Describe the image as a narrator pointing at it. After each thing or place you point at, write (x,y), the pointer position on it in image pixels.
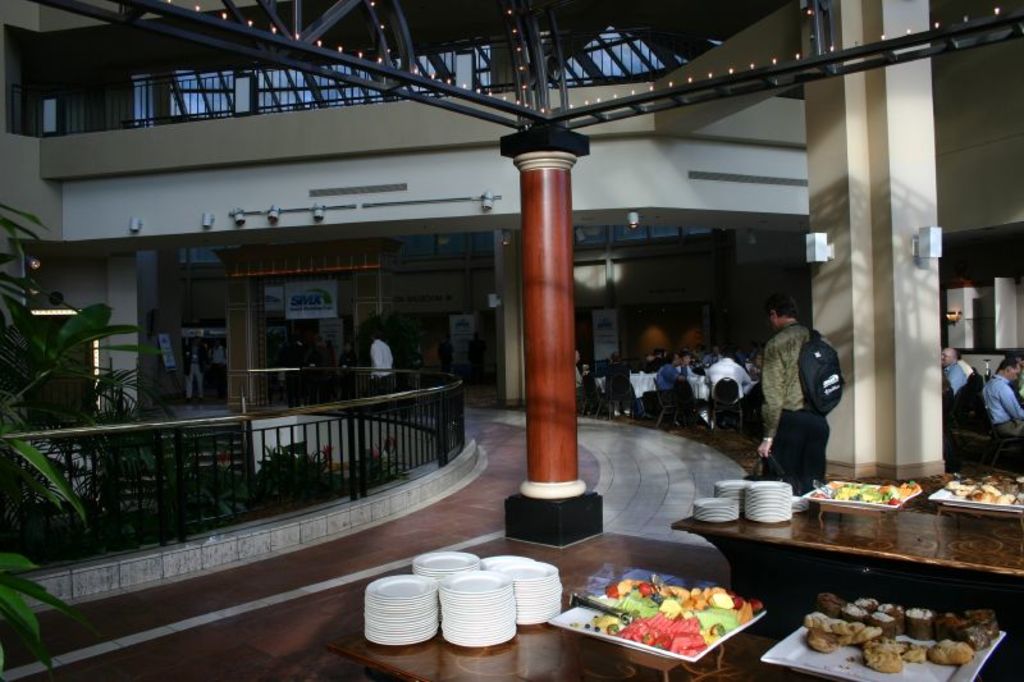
At the bottom of the image (447,632) there are tables (396,655) with plates (487,579) and trays (836,659) with food items (857,606) in it. Behind them there are many people (698,368) sitting on the chairs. Behind them there are walls (962,341) with posters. At the top of the image (767,76) there are rods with lights (773,59) and also there is a pillar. There are few people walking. On the left side of the image (212,511) there is railing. Behind the railing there are trees (192,483). And also there are walls (283,224) with lights (239,218) and railings (680,59). In the background (371,291) there are few pillars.
